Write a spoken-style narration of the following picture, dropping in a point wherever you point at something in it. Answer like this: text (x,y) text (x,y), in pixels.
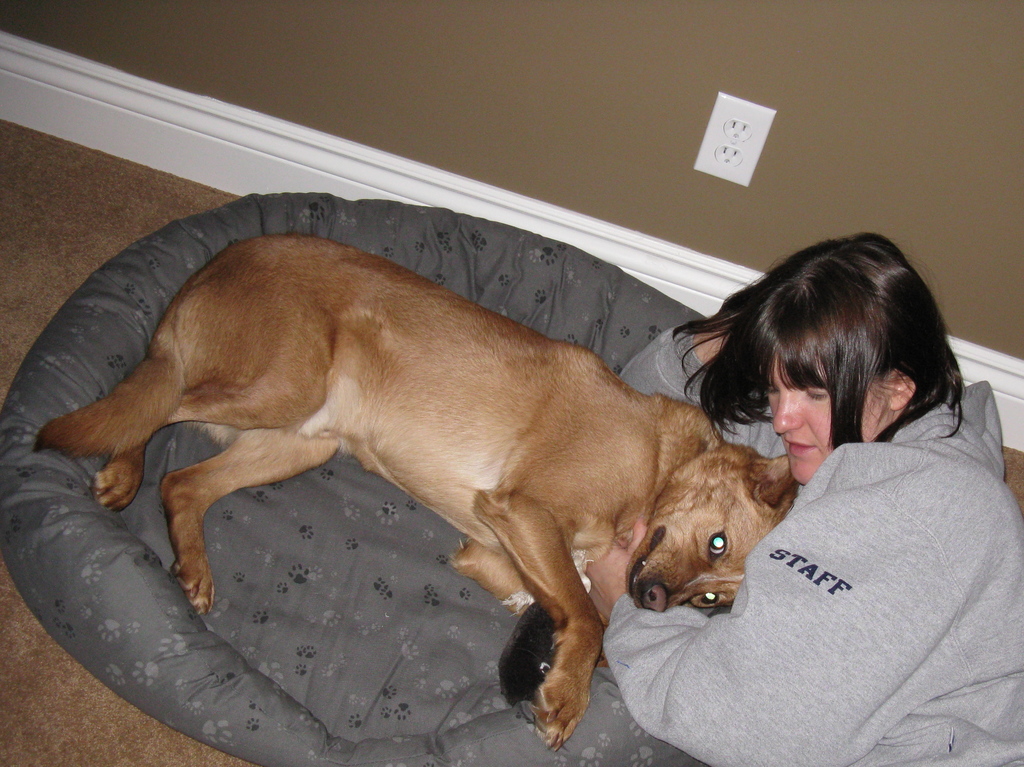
This picture is taken in a house (927,281). In the picture on the right (869,510) there is a woman (804,518) holding a dog (601,545). The dog (619,435) is on the dog bed (514,318). On the top (555,45) there is a wall (678,88).
